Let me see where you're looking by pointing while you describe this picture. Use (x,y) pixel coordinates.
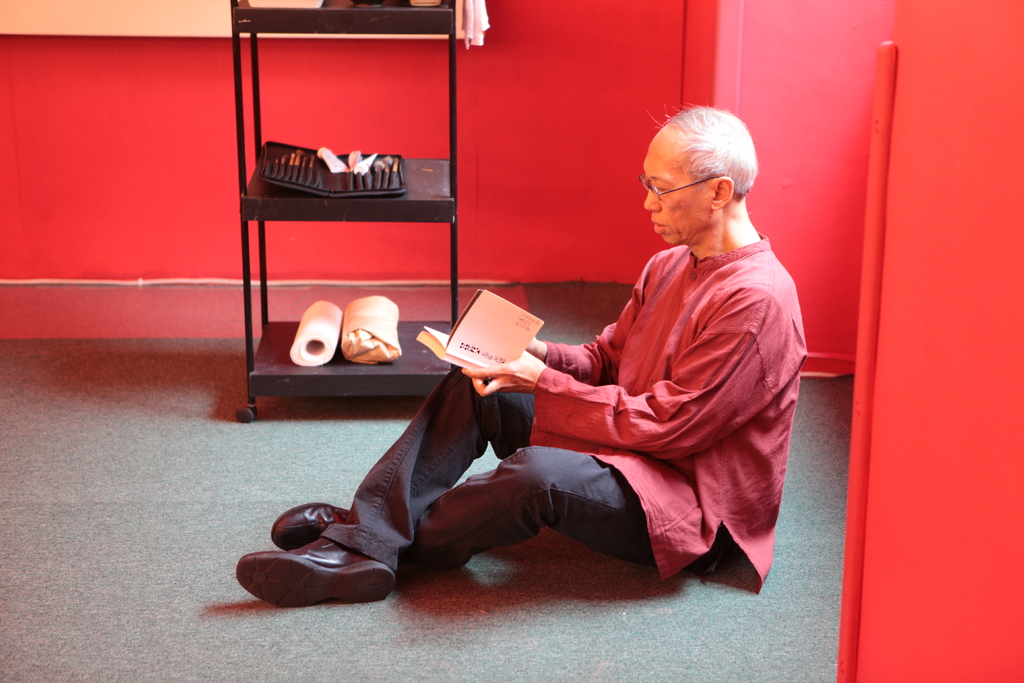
In this image we can see a person (678,354) wearing specs (689,187). He is sitting on the floor (580,614) and holding a book (444,341). In the back (431,204) there is a stand (409,217) with racks (367,30) and some items (371,315). In the background (845,129) there is a wall (833,207).
